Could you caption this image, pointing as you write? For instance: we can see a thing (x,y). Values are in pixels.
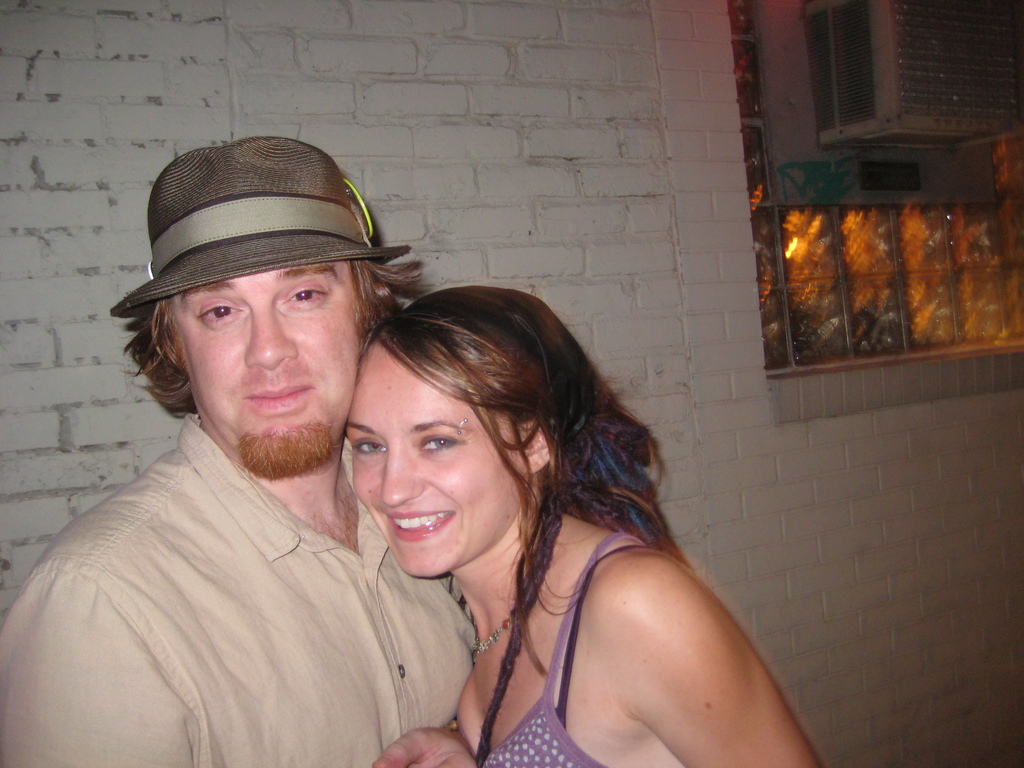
In this image we can see one window (860,263), two persons (412,631) standing near to the big wall (592,227) and Some objects (856,54) are attached to the window (765,206).
